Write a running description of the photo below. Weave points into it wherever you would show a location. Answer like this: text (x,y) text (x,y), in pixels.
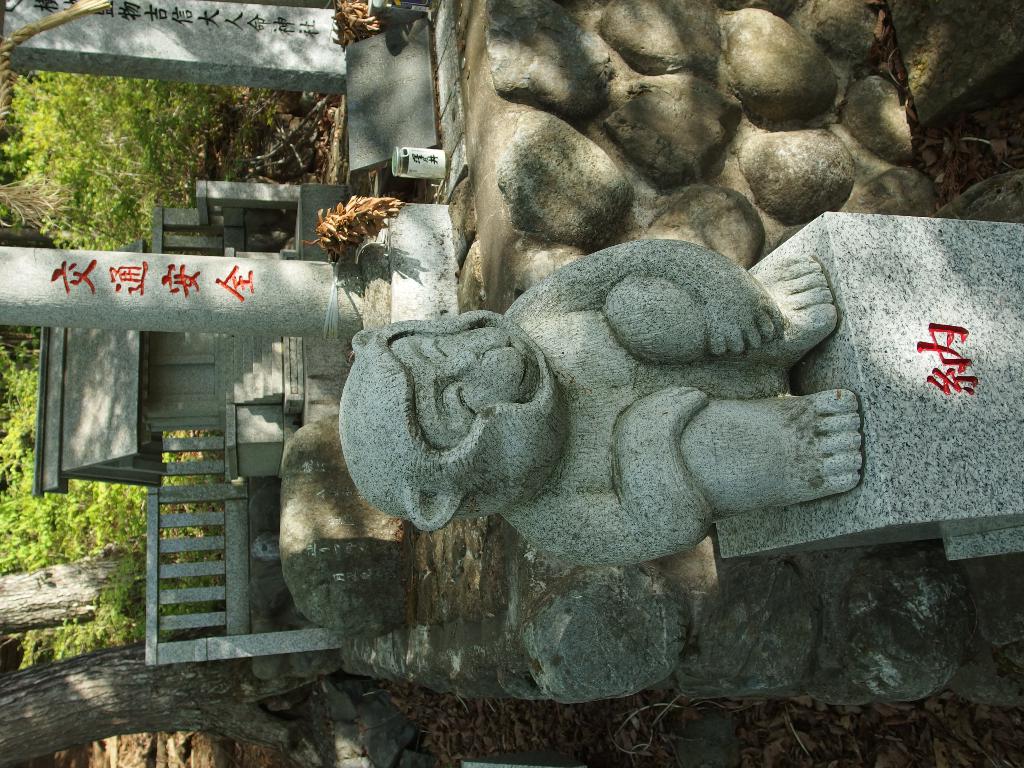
In this image there is a sculpture (670,400) and there are poles (164,323). At the bottom (326,651) there is a fence (202,634). In the background (198,715) there are trees (95,173).
